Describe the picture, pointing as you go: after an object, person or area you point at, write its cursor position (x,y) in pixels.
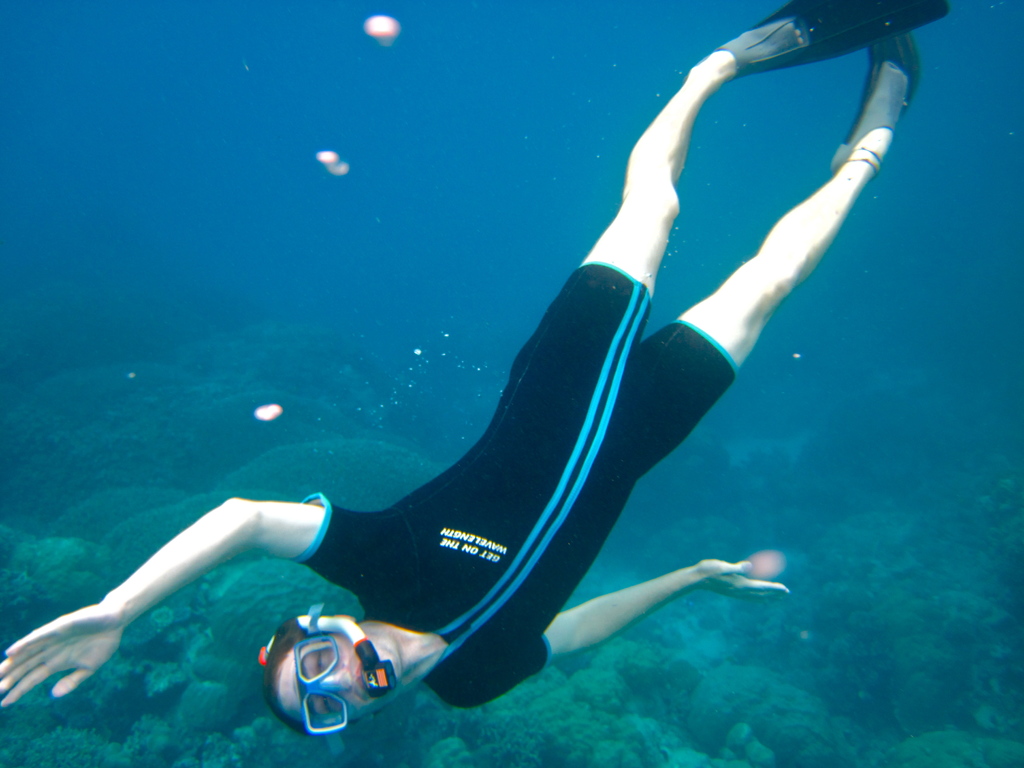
In this picture I can see a person (648,388) is swimming in the water (495,398). The person (485,432) is wearing glasses (345,700), black color suit (571,522) and other objects (387,689). In the background (417,486) I can see stones (334,483) and bubbles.
